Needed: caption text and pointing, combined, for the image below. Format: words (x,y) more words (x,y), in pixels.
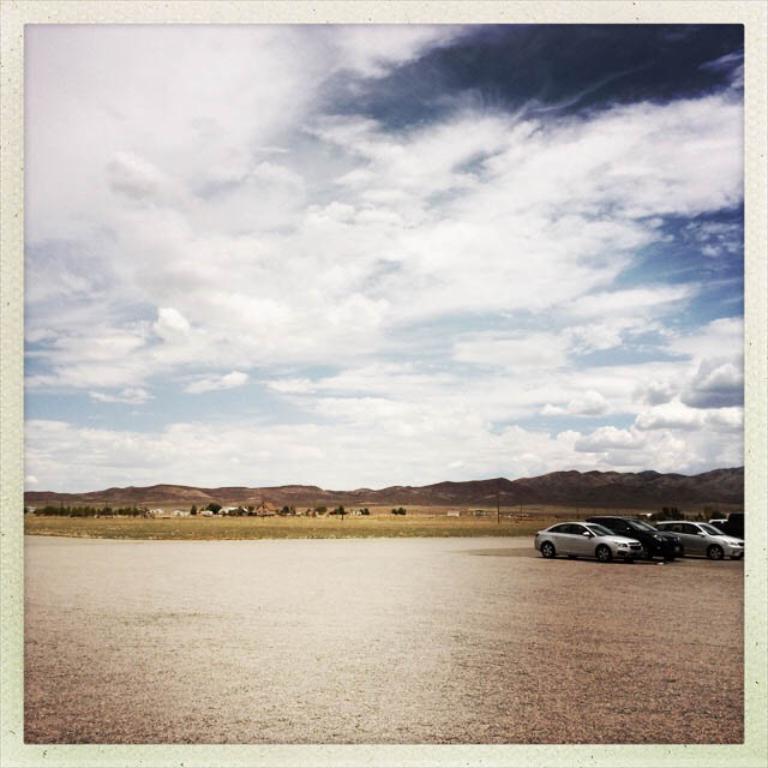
In this image I can see few cars (627,519) they are in gray and black color, at back (245,496) I can see few trees (253,510), mountains (279,497), and sky (407,269) is in white and gray color.
